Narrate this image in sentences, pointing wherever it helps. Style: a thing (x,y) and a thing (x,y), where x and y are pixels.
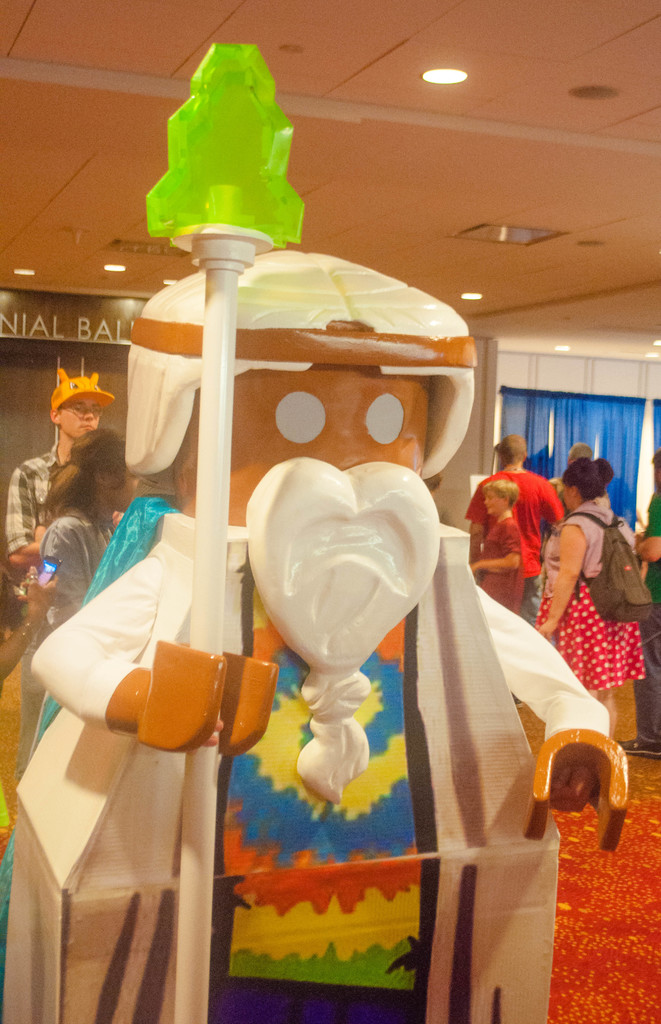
In the foreground (452,309) I can see a mannequin (510,749) and a group of people (539,588) on the floor (633,717). In the background (548,323) I can see a wall (577,359), rooftop (141,211), curtains (610,415) and lights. This image is taken may be in a hall (268,599).
